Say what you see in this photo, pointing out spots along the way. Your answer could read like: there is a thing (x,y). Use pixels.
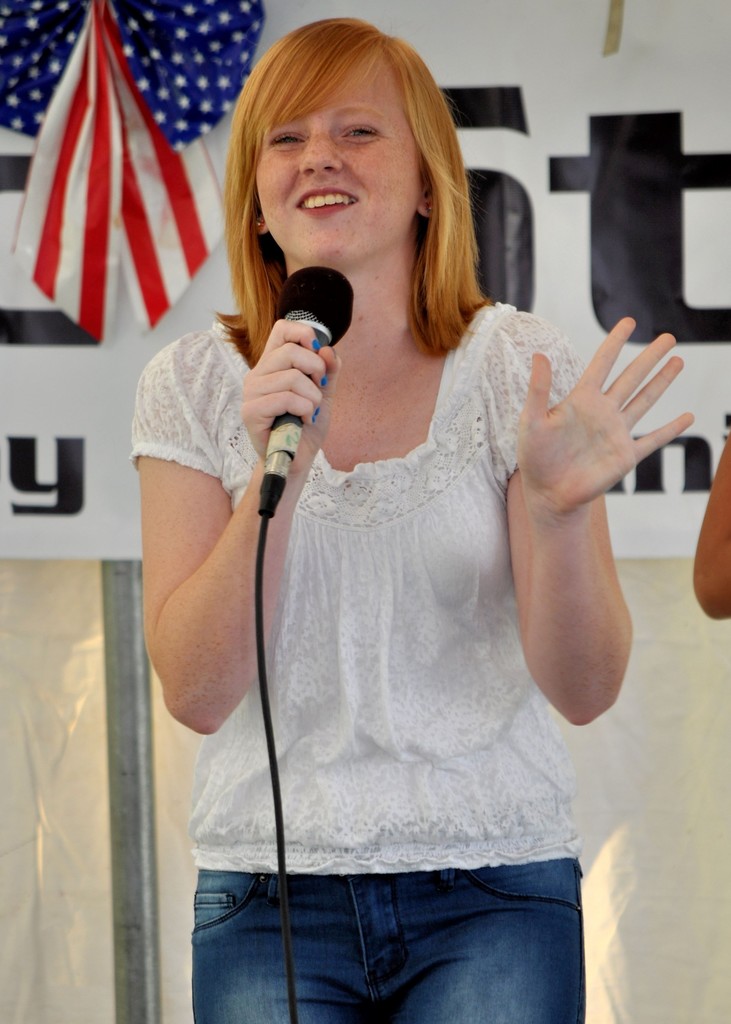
in this image there is a woman (257,299) standing and talking in a microphone (301,420) and in the background (702,67) there is flag (198,21), banner (467,41) another person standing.
